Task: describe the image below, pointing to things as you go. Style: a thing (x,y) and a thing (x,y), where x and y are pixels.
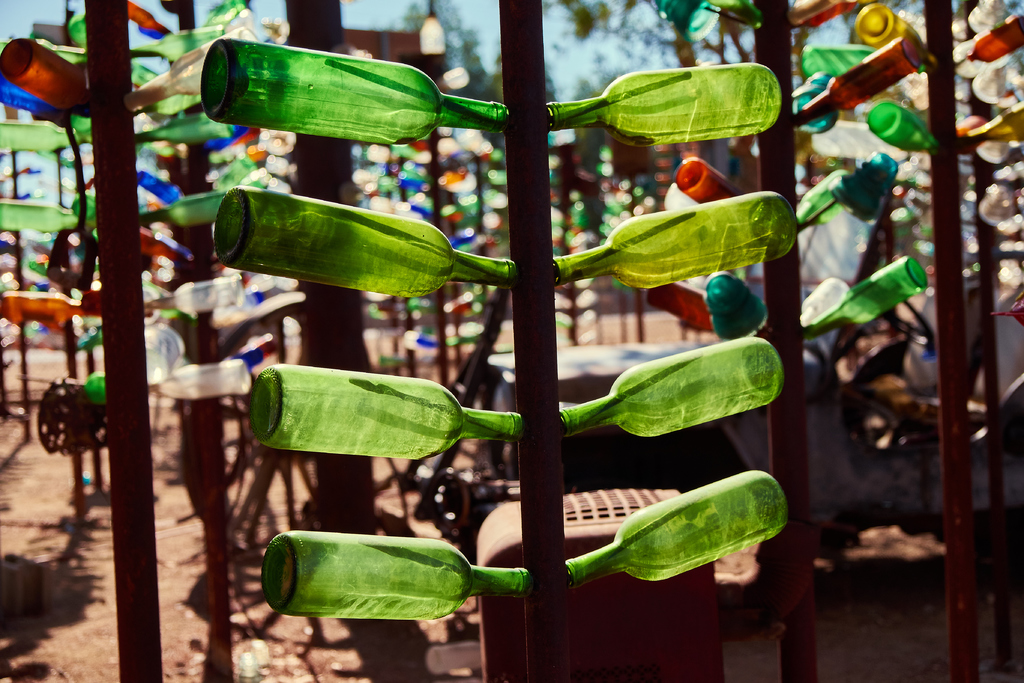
There is a brown color pole (562,500) and to the either side of the pole (533,68) there are lot of bottles (646,227) attached to the pole (538,89). In the background (604,67) there is a sky (551,14), lights (434,22) and trees (594,20).
